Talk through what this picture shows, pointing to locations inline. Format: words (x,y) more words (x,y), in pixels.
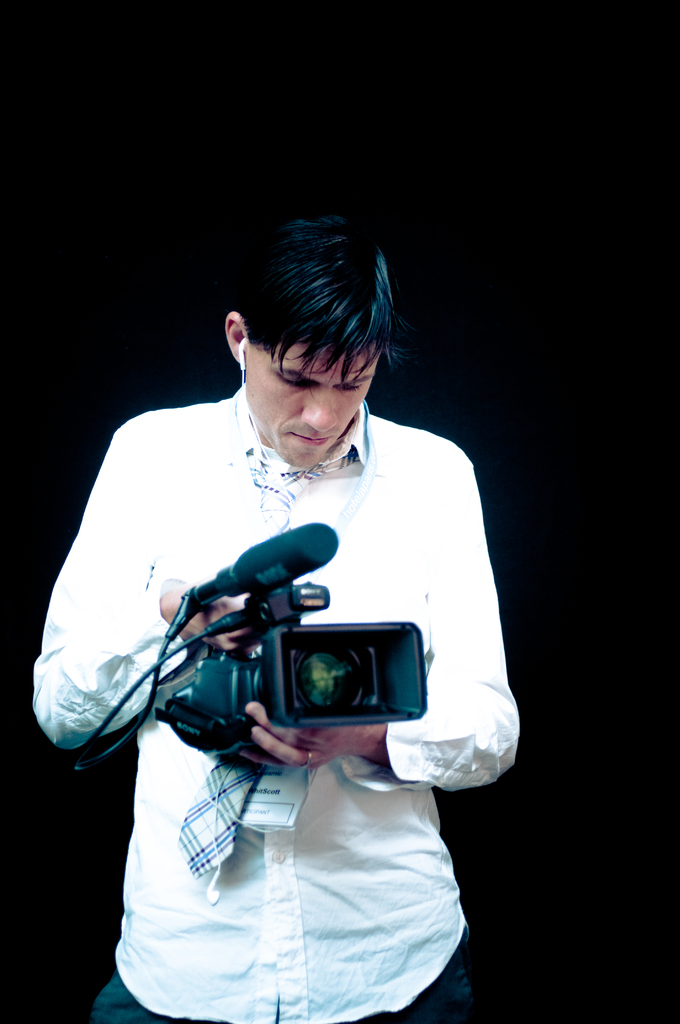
In this image I can see a person (470,679) standing and holding camera (372,665). He is wearing white color shirt (422,554). Background (497,98) is in black color.
